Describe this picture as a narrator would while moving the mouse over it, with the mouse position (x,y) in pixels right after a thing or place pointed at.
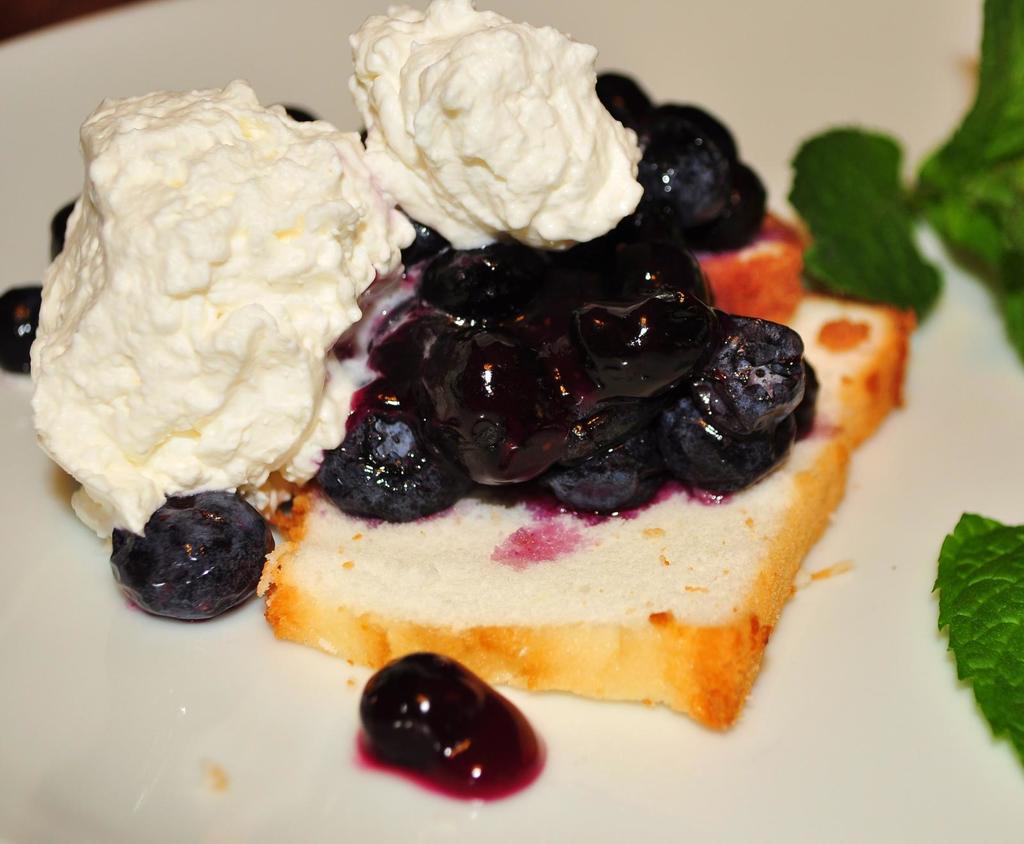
In the image on the white surface (808,656) there is a piece of bread (797,525) with some food items (648,237) and also there is an ice cream (293,446) on it. And also there are leaves (913,225).
